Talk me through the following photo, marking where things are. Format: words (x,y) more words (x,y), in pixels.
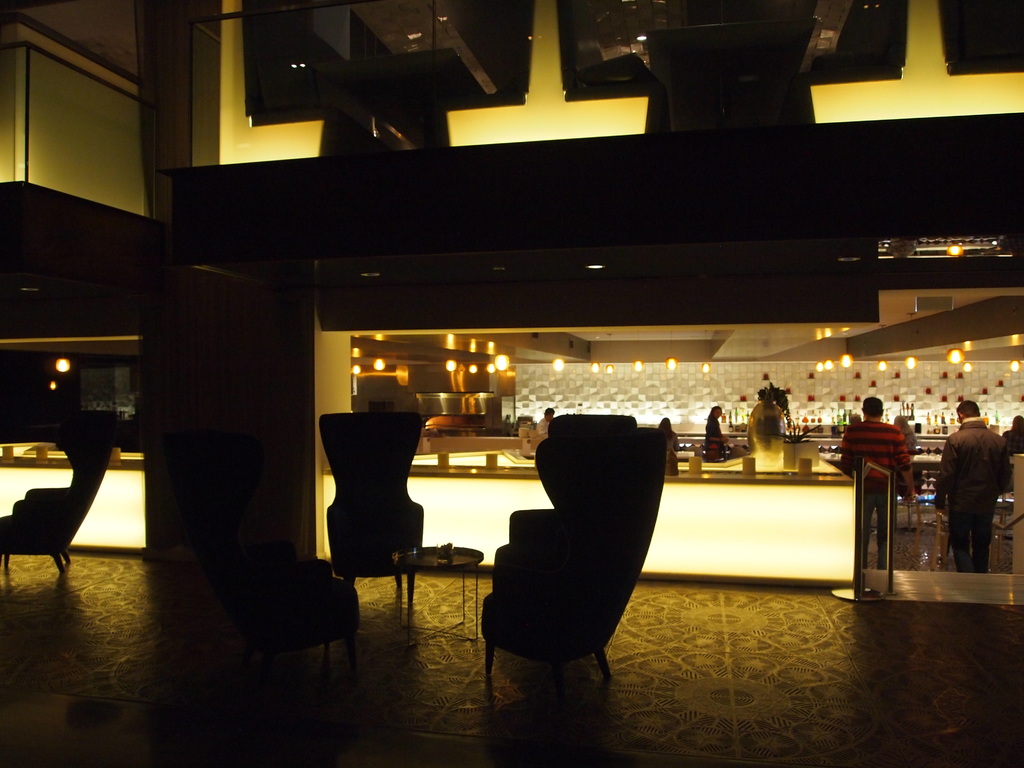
In this image there are chairs (411,542), tables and a few people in the lobby (397,645) of a restaurant (726,365).
